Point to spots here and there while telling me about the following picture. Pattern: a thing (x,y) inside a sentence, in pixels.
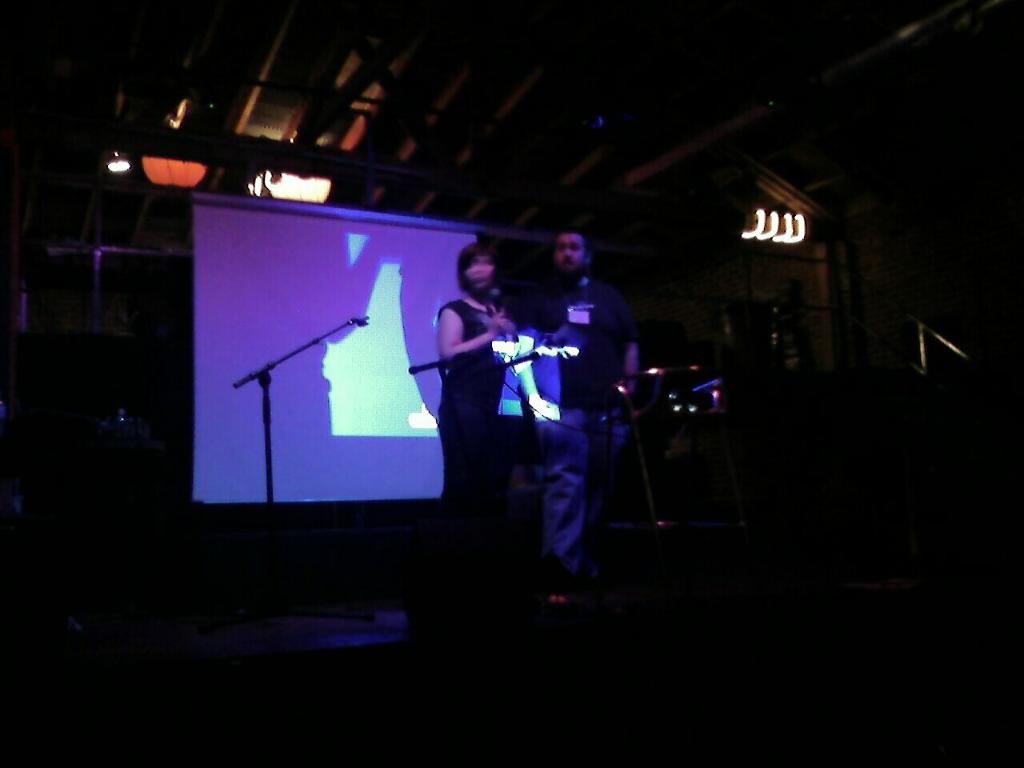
In this image on a stage (302,609) a lady (479,344) and a man (573,313) are standing. In front of them there are mics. In the background (387,325) there is screen (267,250). On the roof (141,177) there are lights (781,239).
